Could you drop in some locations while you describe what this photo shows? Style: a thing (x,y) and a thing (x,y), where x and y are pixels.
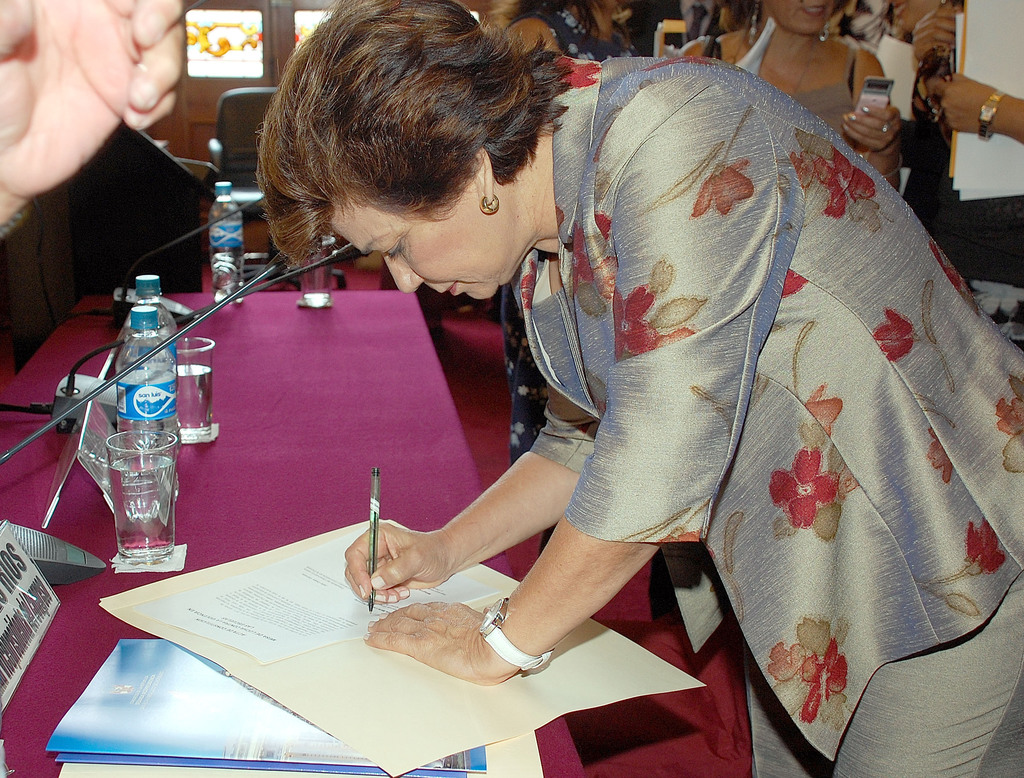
In this picture we can see a woman (547,410) who is writing on the paper (346,577). This is table (342,326). On the table (273,391) there are bottles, and glasses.
